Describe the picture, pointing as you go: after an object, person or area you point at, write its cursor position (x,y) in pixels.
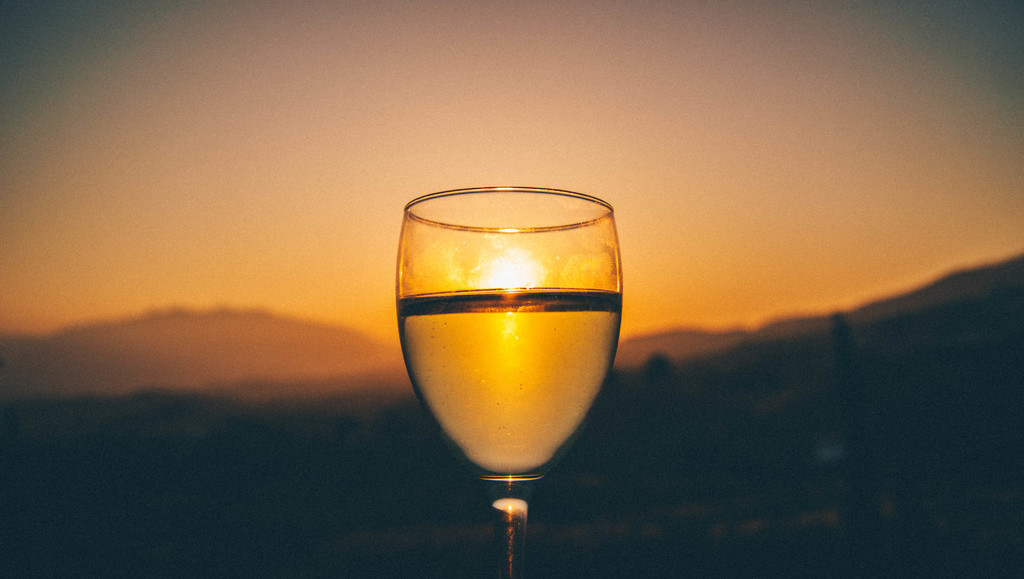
In this image there is a glass (530,389), in the background (513,263) there is a sun rise (503,267) and in bottom (360,426) it is dark.
